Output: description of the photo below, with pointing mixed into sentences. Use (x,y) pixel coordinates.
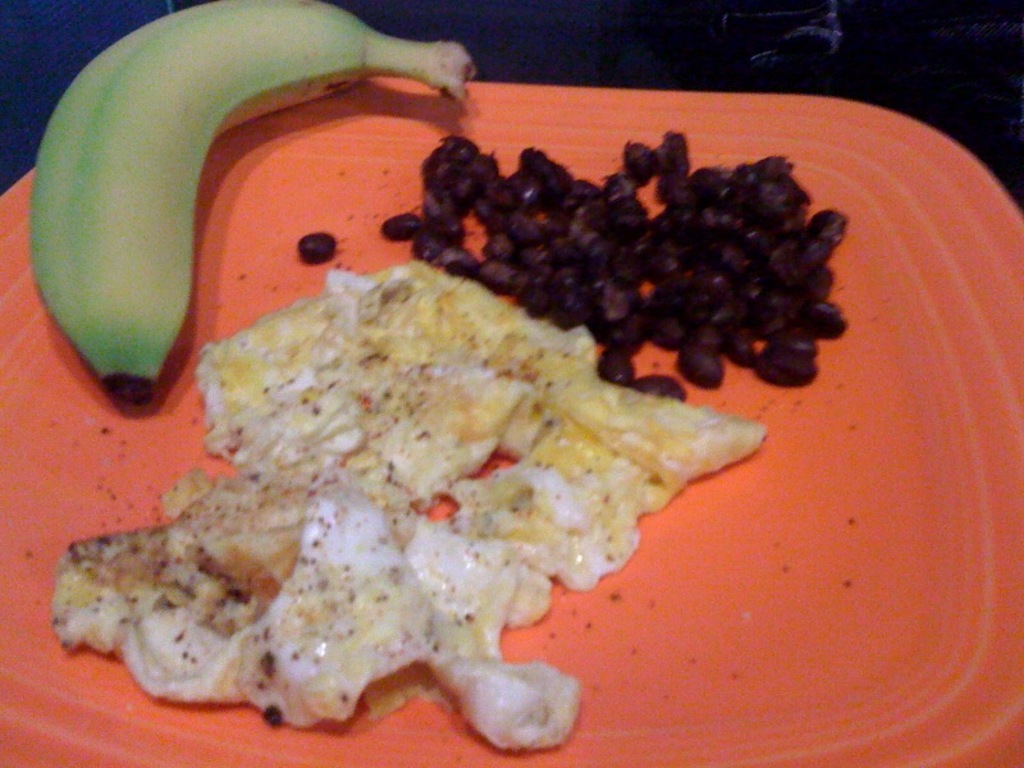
In this image we can see a plate (654,352) containing some food (502,359) and a banana (154,70).
